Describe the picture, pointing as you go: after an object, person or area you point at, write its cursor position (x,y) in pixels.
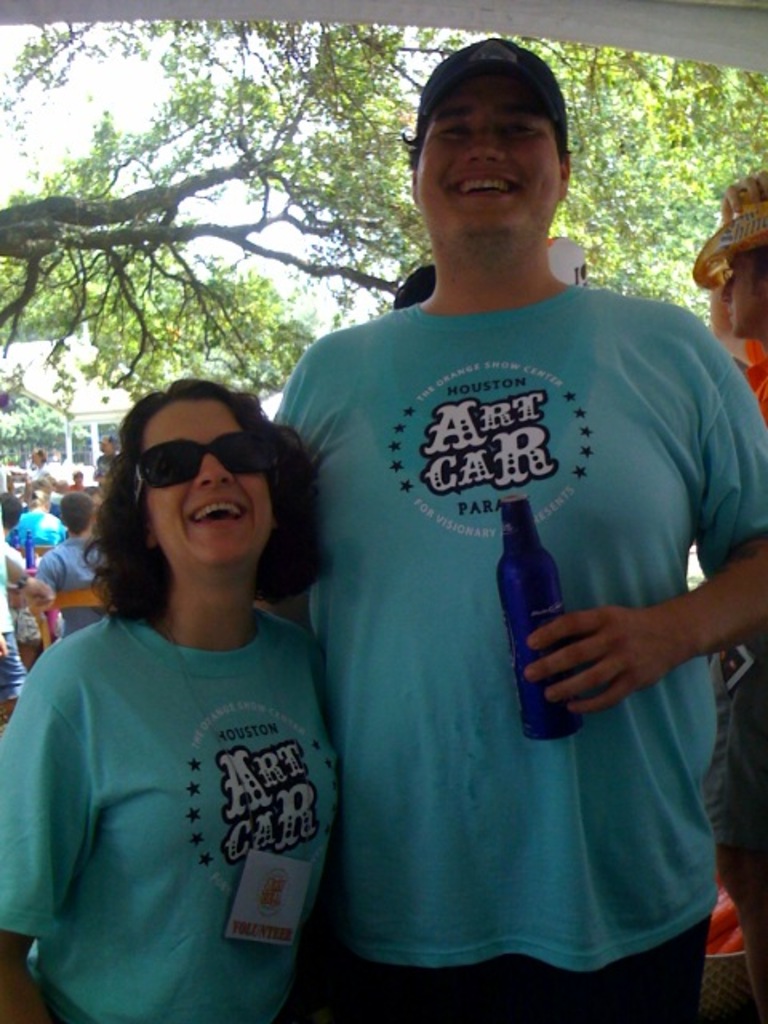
In this Image I see a woman (267,1016) and a man (670,368) who are standing and both of them are smiling, I can also see this man (441,762) is holding a bottle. In the background (758,362) I see few people (767,352) and trees (12,434).
